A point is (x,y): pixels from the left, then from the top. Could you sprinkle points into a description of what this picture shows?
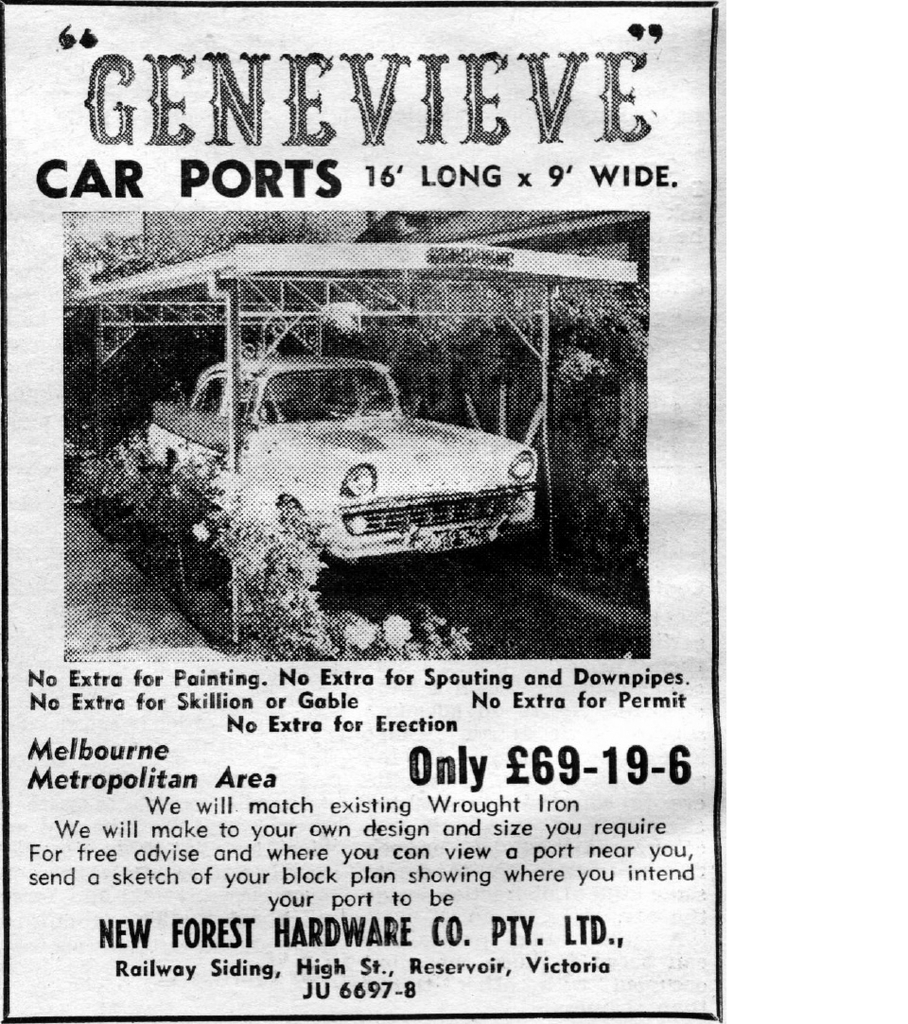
This is a poster (458,816) having one image (531,385), black and other colored texts (643,125). In the image, there is a vehicle (398,463) parked on a road (511,592), under a shelter (549,302). On both sides of this road (540,557), there are plants (177,548). This poster is having black color border (99,1019). And the background of this poster is white in color.
